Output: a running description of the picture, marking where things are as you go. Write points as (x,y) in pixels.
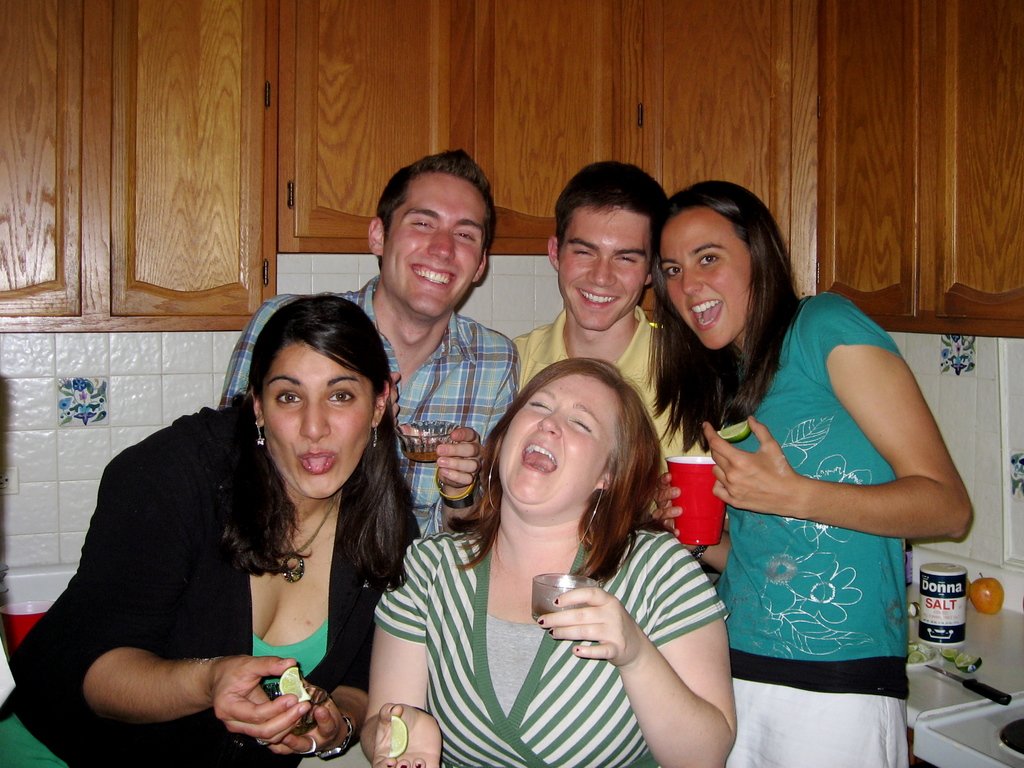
In the image there are few people (715,487) holding the glasses (416,439) and lemon slices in their hands (718,474). On the right side of the image (967,719) there is a white surface (991,648) with a knife (979,688), bottle (949,573) and some other items (983,589). In the background (22,150) there are cupboards (235,326).
